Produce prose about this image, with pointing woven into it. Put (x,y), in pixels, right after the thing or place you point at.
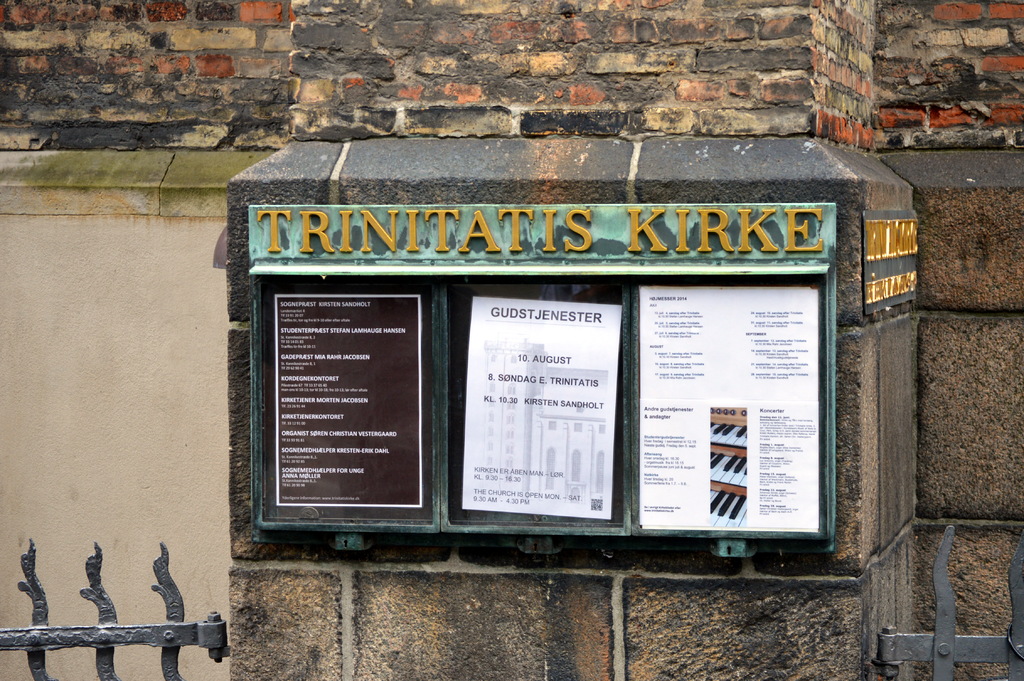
In the middle of the image (362,291) there is a pillar (342,562) with notice board (770,347) with few posters (595,381) in it. Above that there is a name board (636,268). To the left bottom (166,651) there is a gate (148,645) and to the right bottom (972,643) there is a gate (947,634). To the top of the image (460,49) there is a brick wall (715,61).
